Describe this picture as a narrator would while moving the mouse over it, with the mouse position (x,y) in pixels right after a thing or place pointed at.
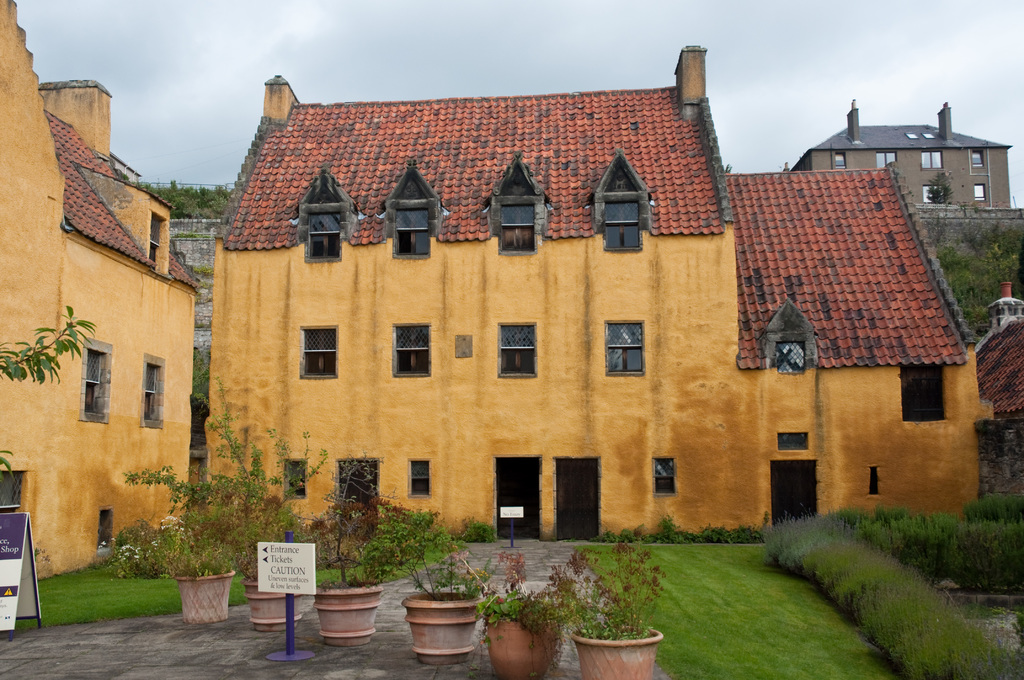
In this image we can see some buildings (408,361), windows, door (578,516), boards (266,573), with some text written on it, there are some plants (839,596), trees (969,273), grass (733,599), flowers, also we can see the sky (127,148).
